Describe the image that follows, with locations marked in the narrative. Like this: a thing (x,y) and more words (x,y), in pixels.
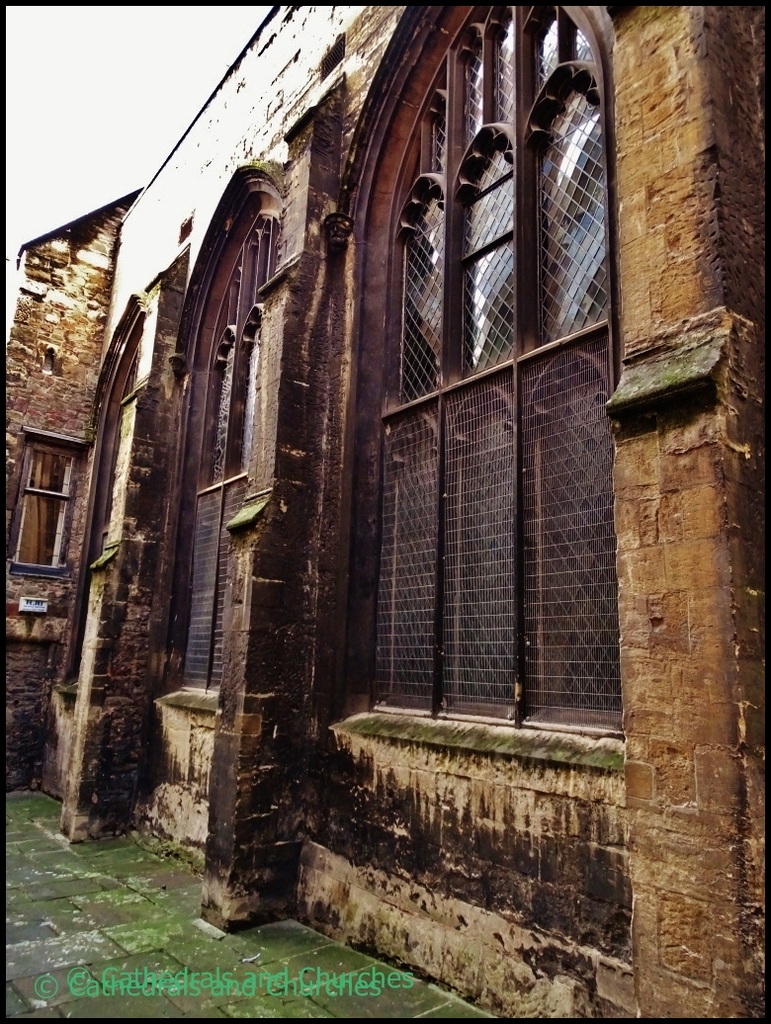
In the middle of the image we can see a wall (137,671). In the top left corner of the image (112,118) we can see the sky (117,151).
